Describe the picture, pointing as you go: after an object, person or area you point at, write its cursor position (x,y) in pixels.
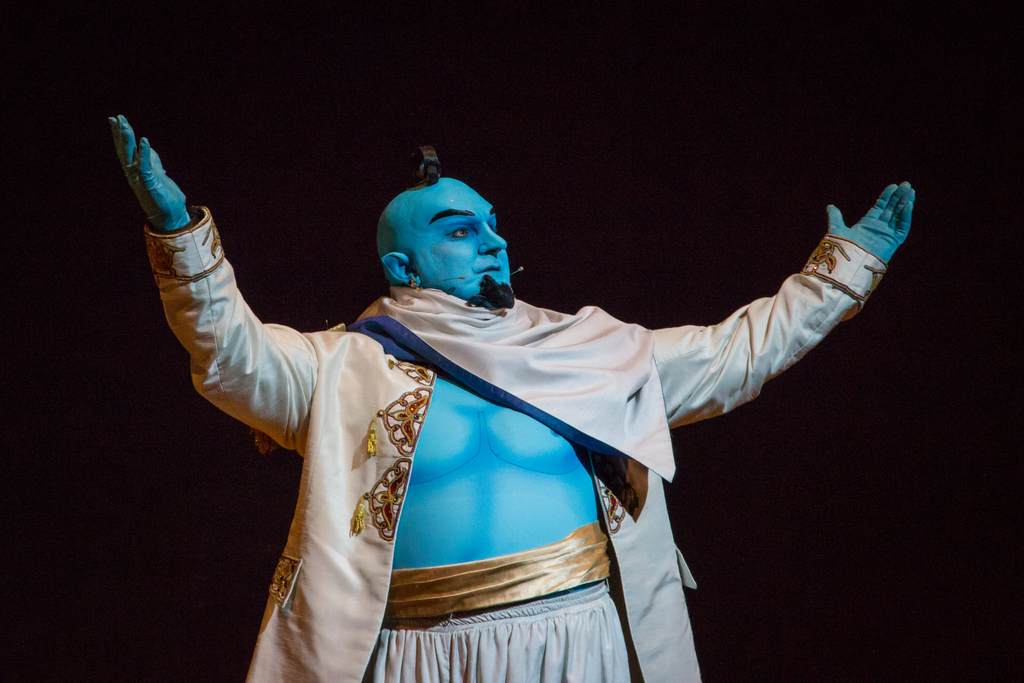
In this picture there is a man (384,669) who is wearing a shirt (395,364) and trouser (472,637). He is looking like a genie. In the background (745,239) i can see the darkness (896,501). He is also wearing microphone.
